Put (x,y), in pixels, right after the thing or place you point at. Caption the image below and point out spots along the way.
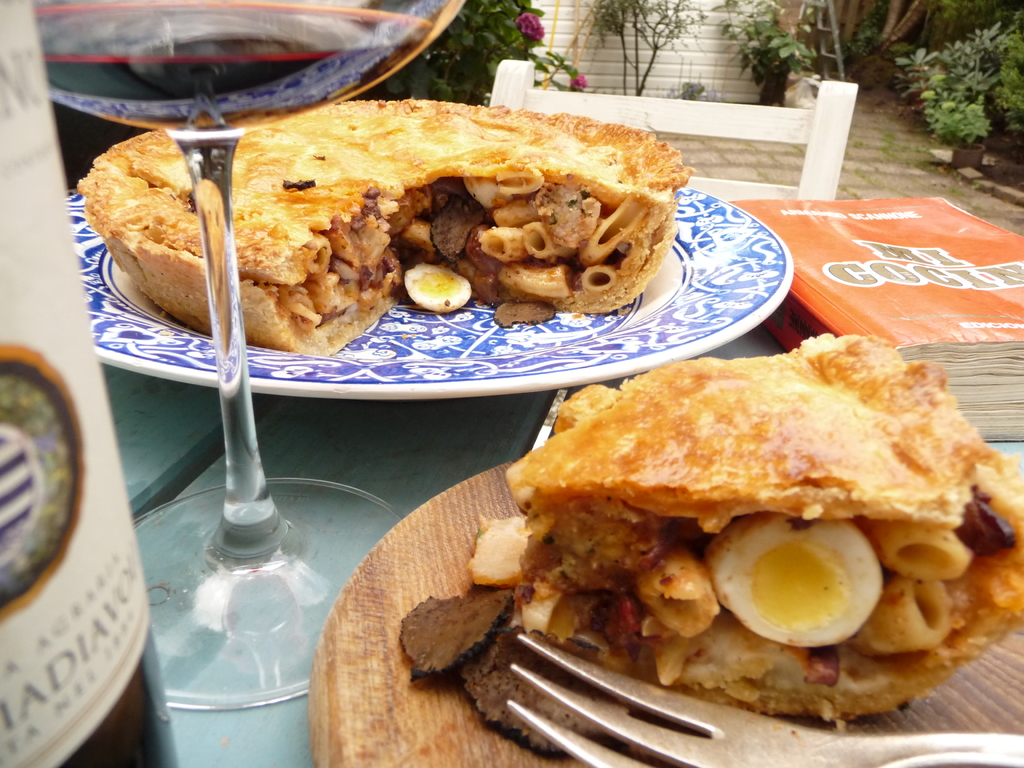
In this picture I can see food item (456,264) in the plate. I can see wine glass (216,156). I can see sitting chair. I can see the table (318,465). I can see plant pots (767,100). I can see fork (736,728).
